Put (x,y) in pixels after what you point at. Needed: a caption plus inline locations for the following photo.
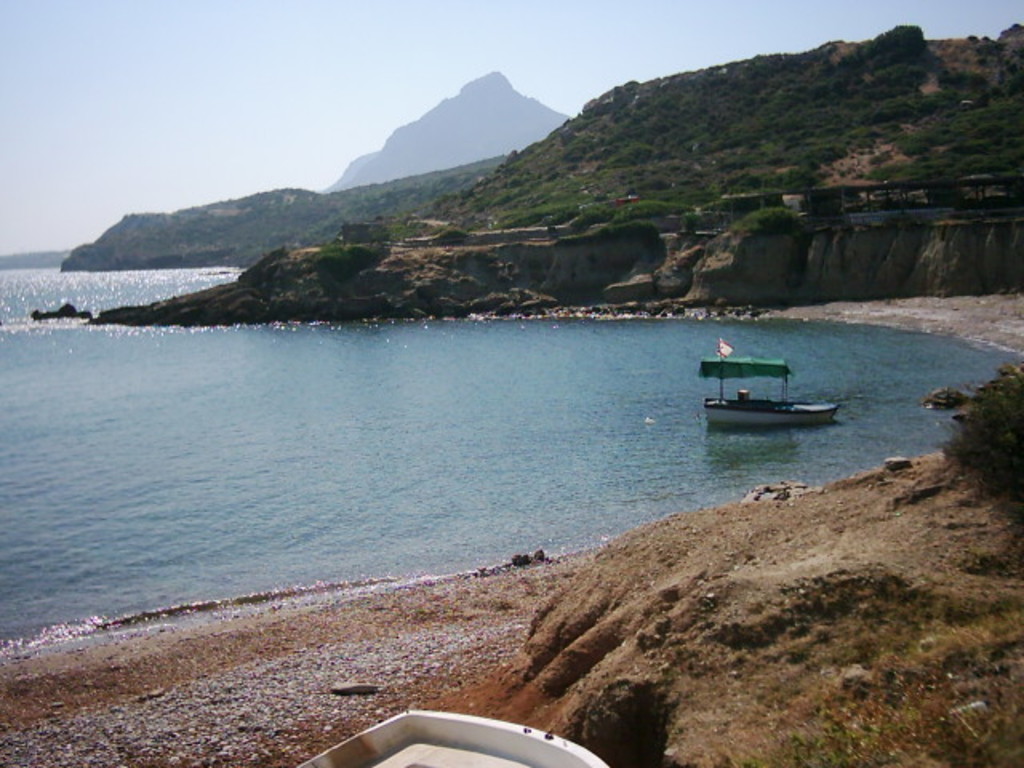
In this picture there is water (401,468) in the center of the image (418,430) and there are mountains (684,159) on the right side of the image (880,128), there is boat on the water (676,370) on the right side of the image (756,395).
